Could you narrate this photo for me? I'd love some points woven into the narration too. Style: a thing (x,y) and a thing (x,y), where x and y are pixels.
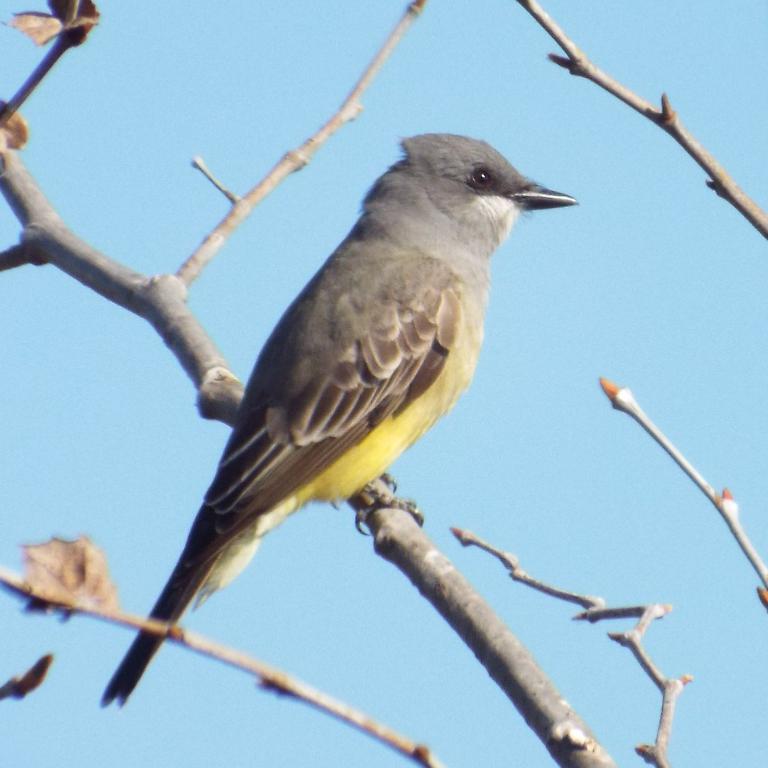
In this image I can see stems (6,116) of a tree (326,707) and on it I can see a black and yellow colour bird (423,347). On the left side of this image (89,9) I can see leaves (22,118) and in the background (649,150) I can see the sky (576,128).
